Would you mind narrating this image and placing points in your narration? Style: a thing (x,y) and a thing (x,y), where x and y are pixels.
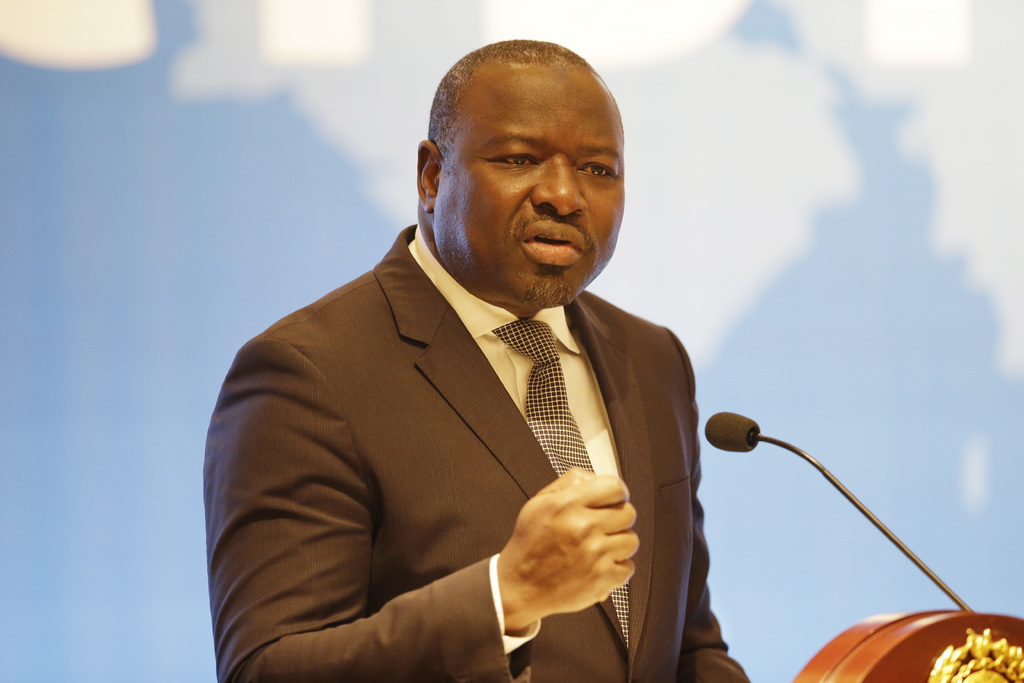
In the image there is a man (639,498), he is speaking something and the background of the man (559,207) is blur.
